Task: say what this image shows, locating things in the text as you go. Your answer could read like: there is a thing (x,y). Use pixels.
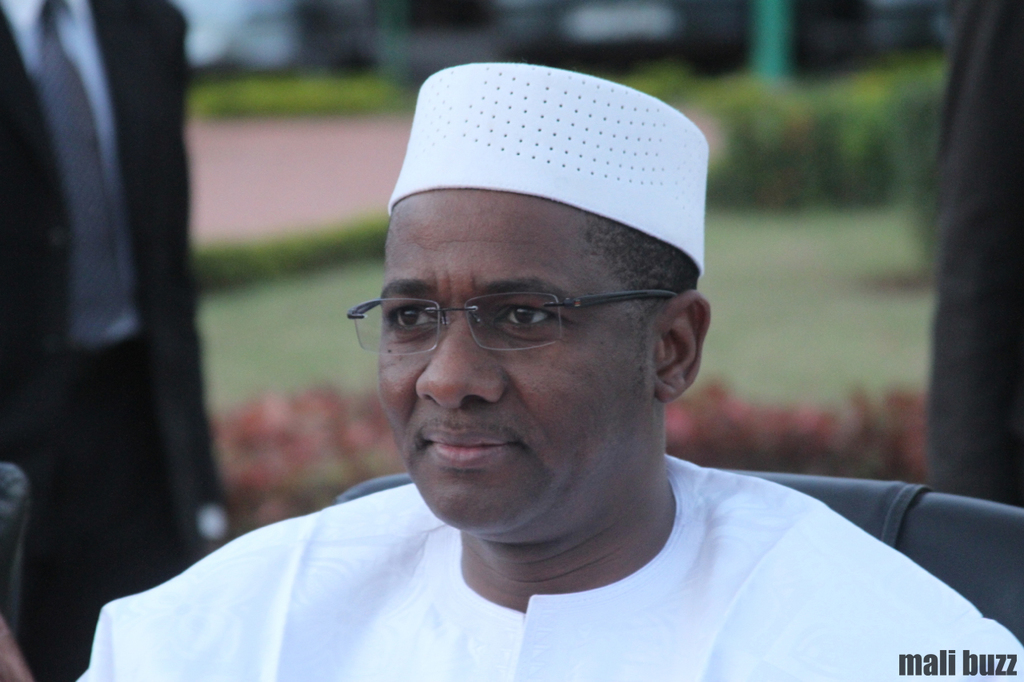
In this image I can see a man (537,565) sitting, wearing a white cap (534,186) and white dress (379,610). The background (293,51) is blurred.
